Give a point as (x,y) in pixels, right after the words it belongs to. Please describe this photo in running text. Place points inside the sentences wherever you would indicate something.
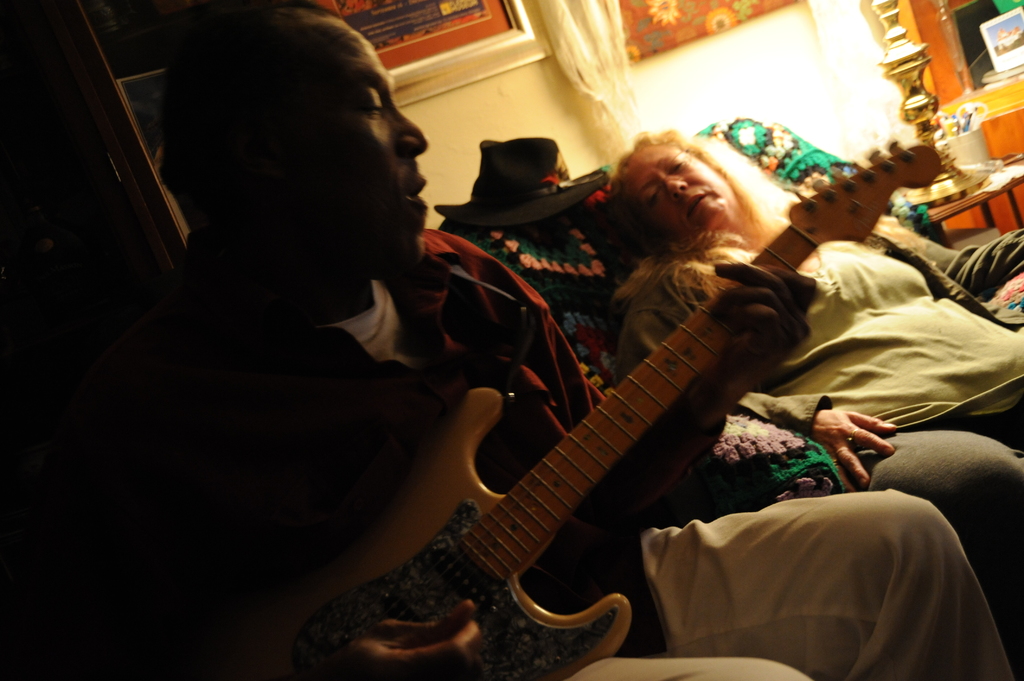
As we can see in the image there are two persons (633,549) and these two persons (633,549) are sitting on sofa (558,253). The man (241,161) on the left side (323,274) is holding guitar (417,621) in his hands (457,635).
